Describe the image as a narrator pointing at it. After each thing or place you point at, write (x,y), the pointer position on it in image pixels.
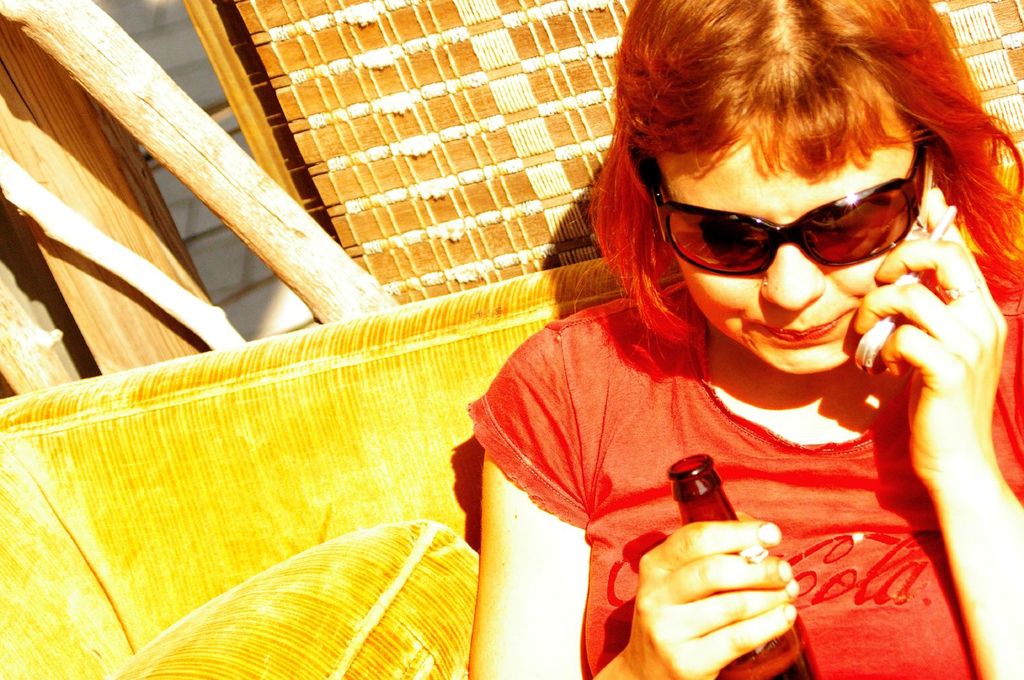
In this image we can see a woman (744,491) sitting, wearing sunglasses (833,239), talking on the phone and holding a bottle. In the background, we can see some wooden sticks (228,202).
